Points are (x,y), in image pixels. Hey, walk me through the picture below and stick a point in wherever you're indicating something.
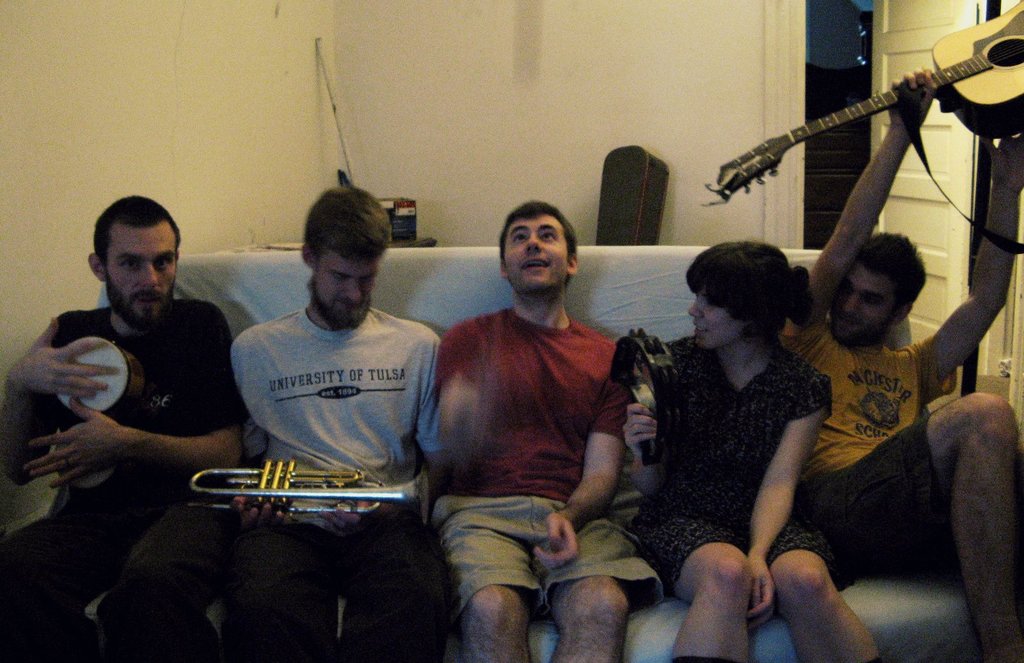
In this image, there are five persons (126,292) sitting in a sofa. To the right (877,414), the man (873,399) wearing yellow t-shirt (870,412) is holding a guitar (969,88). To the left (152,418), the man (86,425) sitting is holding a drum (110,379). In the background (185,187), there is a wall (470,102) in white color and door (892,47). In the middle (534,434), the man (499,430) is wearing red t-shirt (519,464).
